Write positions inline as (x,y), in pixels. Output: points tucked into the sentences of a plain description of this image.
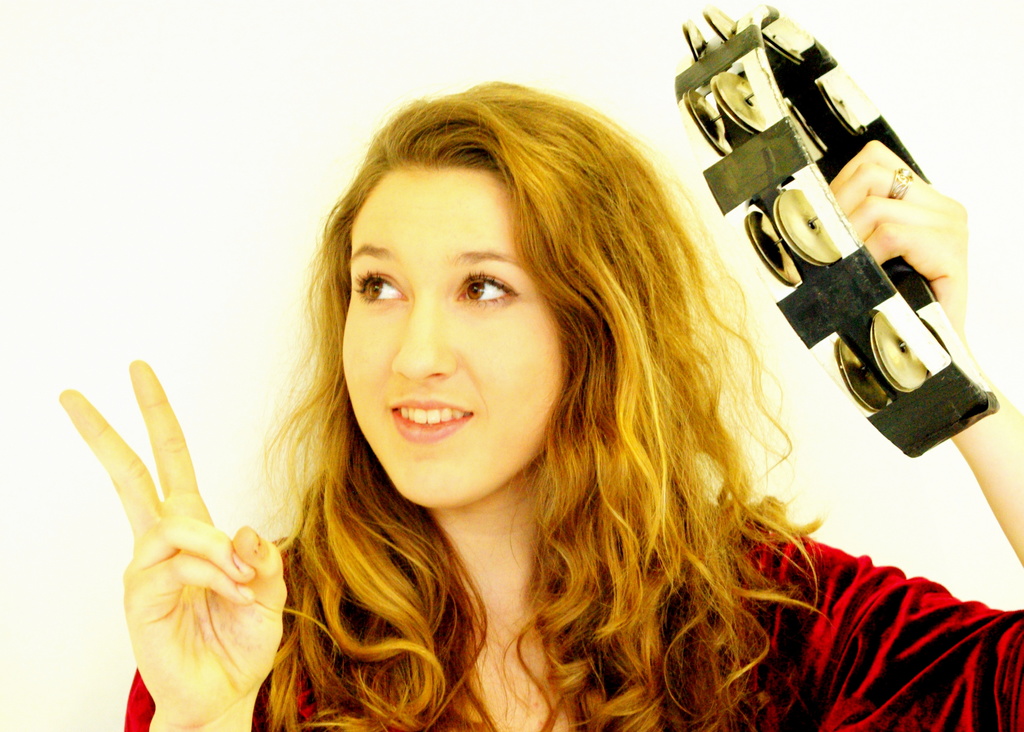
In this picture, we see a woman (707,490) is wearing the maroon dress (860,641). She is holding the tambourine (725,142) in her hand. She is smiling and she might be posing for the photo. In the background (199,249), it is white in color.
